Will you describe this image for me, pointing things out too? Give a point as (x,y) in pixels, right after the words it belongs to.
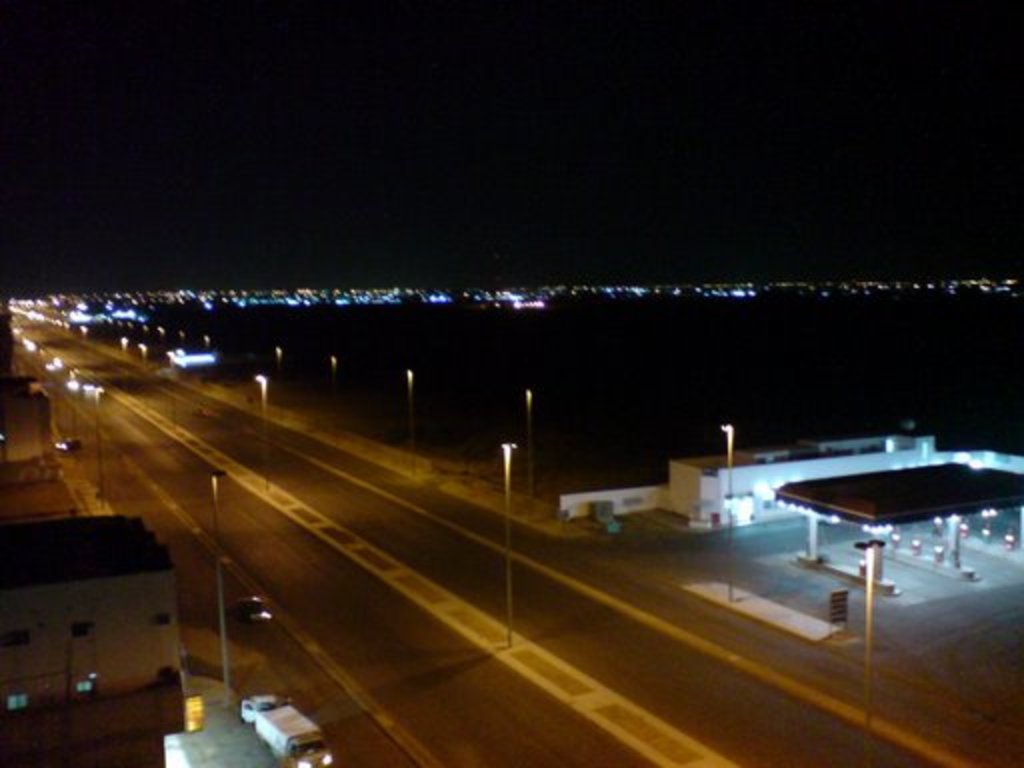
In this picture I can see the road (282,623) and street lights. On the right (889,372) I can see the darkness (728,375). In the bottom right corner (812,547) I can see the petrol pumps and shed (812,547). On the left (70,378) I can see the cars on the road (55,382). In the background (487,298) I can see the light beams (10,308). In the bottom left corner (98,666) there is a building (19,672).
